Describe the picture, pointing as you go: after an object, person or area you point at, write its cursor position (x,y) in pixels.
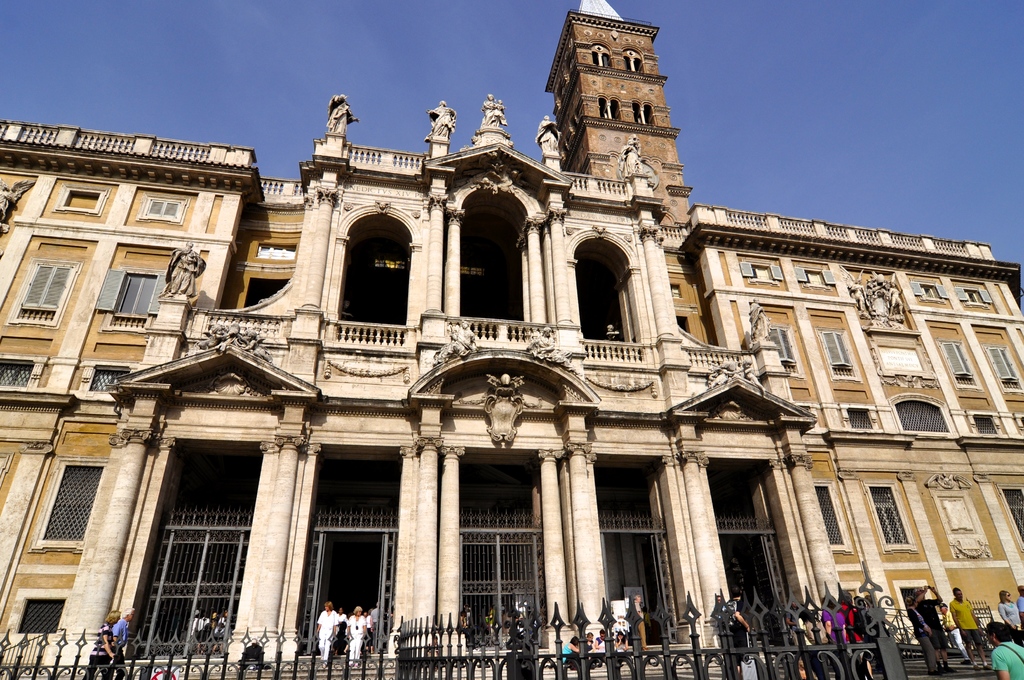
In this picture we can see fence (274,644), people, building (507,568), statues (872,320), pillars (655,246) and windows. In the background of the image (809,71) we can see sky (803,86) in blue color.
